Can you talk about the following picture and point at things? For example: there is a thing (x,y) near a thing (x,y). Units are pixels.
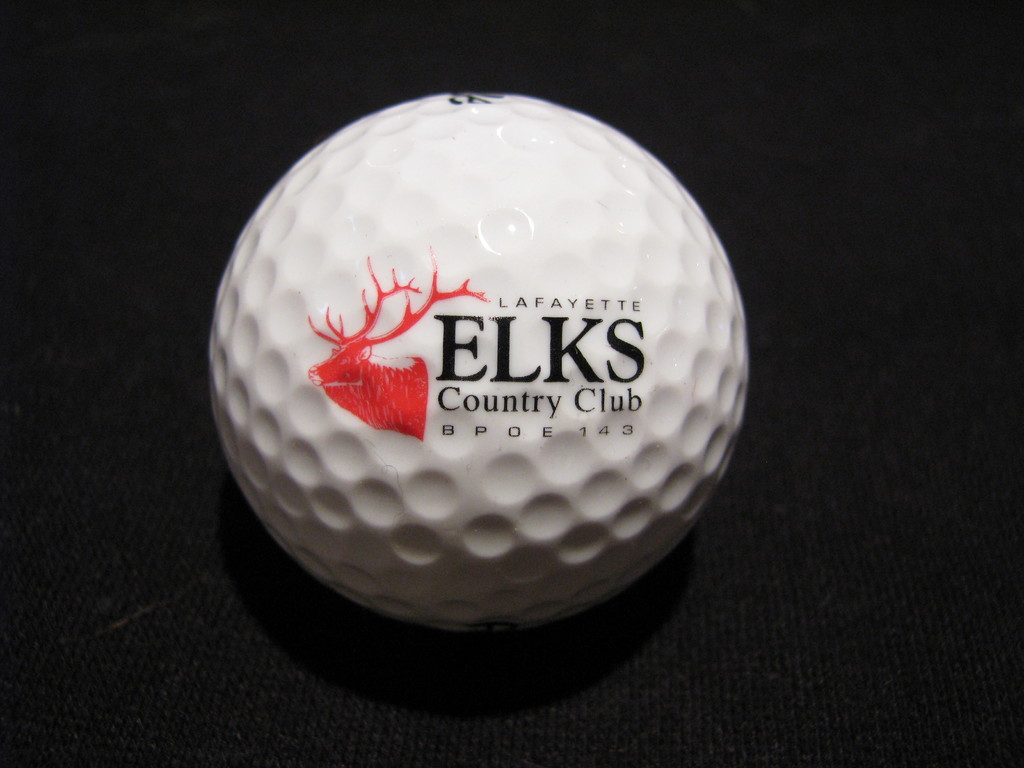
In this image in the center (648,411) there is one ball (456,375), on the ball (504,412) there is some text (466,402) and at the bottom (845,646) there is table (585,650).
